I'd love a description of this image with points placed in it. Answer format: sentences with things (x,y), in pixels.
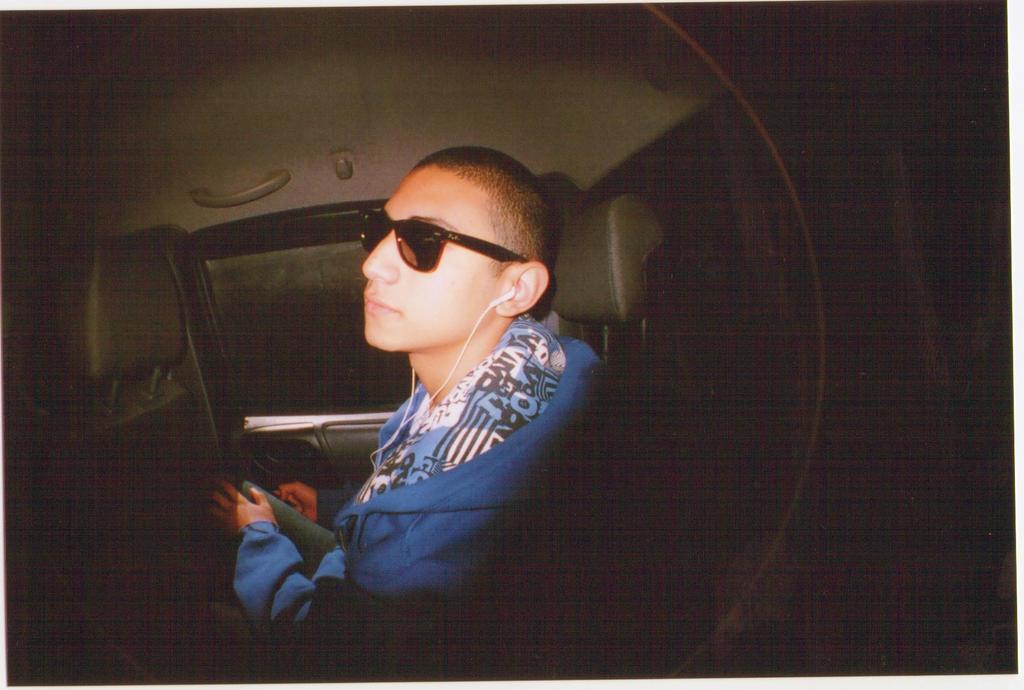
On the left side (332,596), there is a person (567,344) wearing sunglasses (400,237) and a headset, sitting on a seat (608,358) of a vehicle (274,442) which is having a side window (306,324). And the background (287,272) is dark in color.
